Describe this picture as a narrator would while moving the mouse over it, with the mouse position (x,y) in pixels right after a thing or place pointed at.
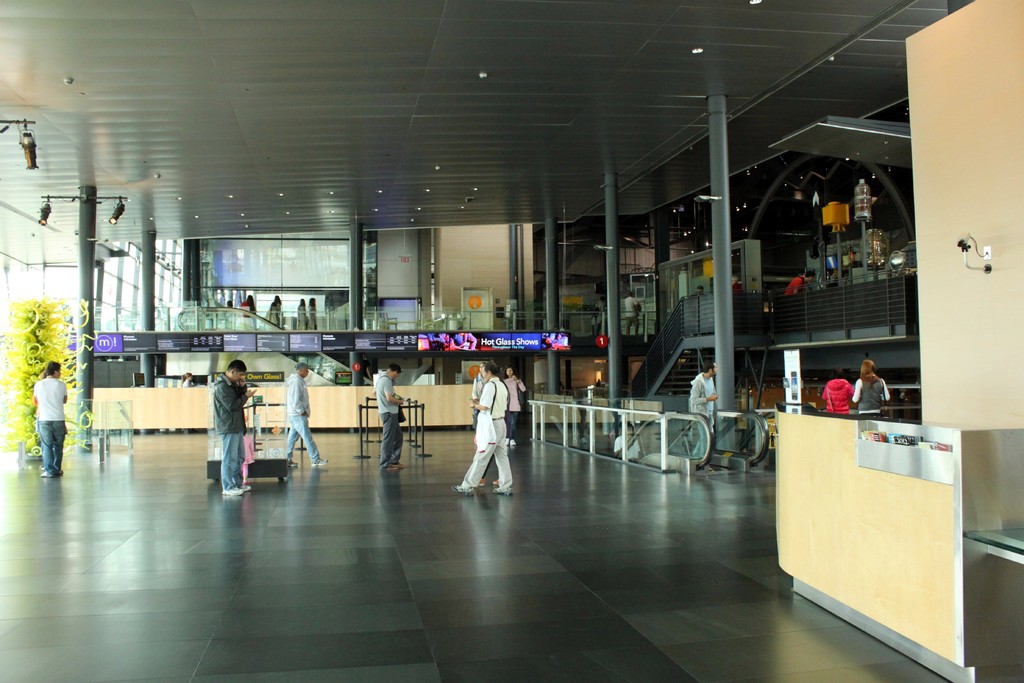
In the image we can see there are many people (225,472) standing and some of them are walking, they are wearing clothes (63,436) and shoes (504,490). This is a floor (528,593), wall (977,419), fence (847,315), pole (717,297), lights (695,50) and a plant (32,358).
